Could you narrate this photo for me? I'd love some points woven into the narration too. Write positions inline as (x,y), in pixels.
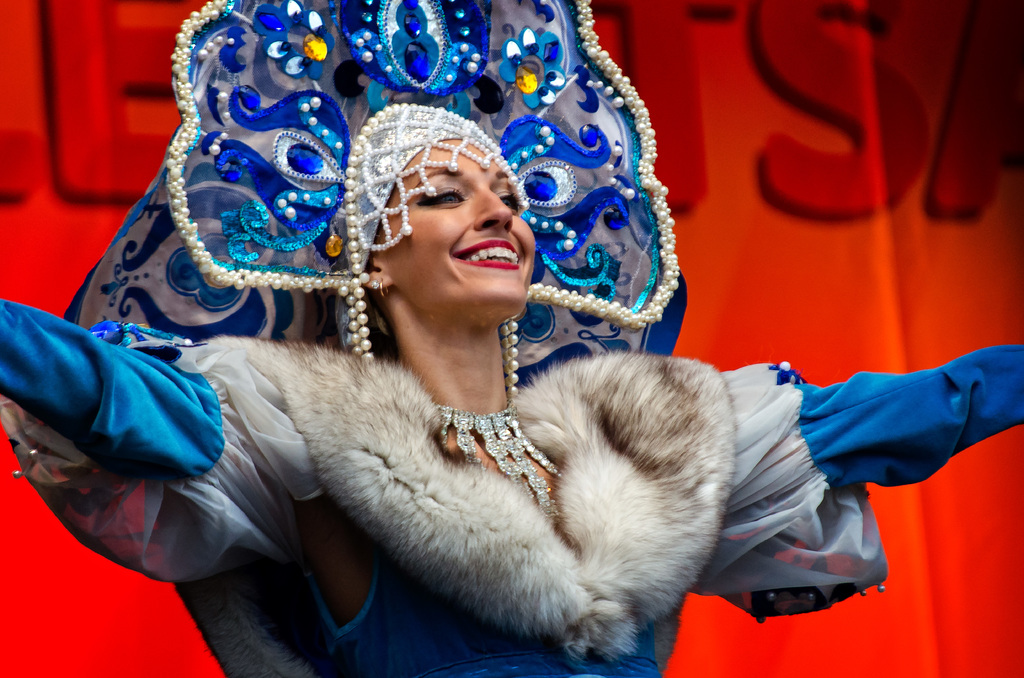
In this image I can see in the middle (370,436) it looks like a woman (411,441) is wearing the costume (490,510) and also she is wearing a crown (278,270).
